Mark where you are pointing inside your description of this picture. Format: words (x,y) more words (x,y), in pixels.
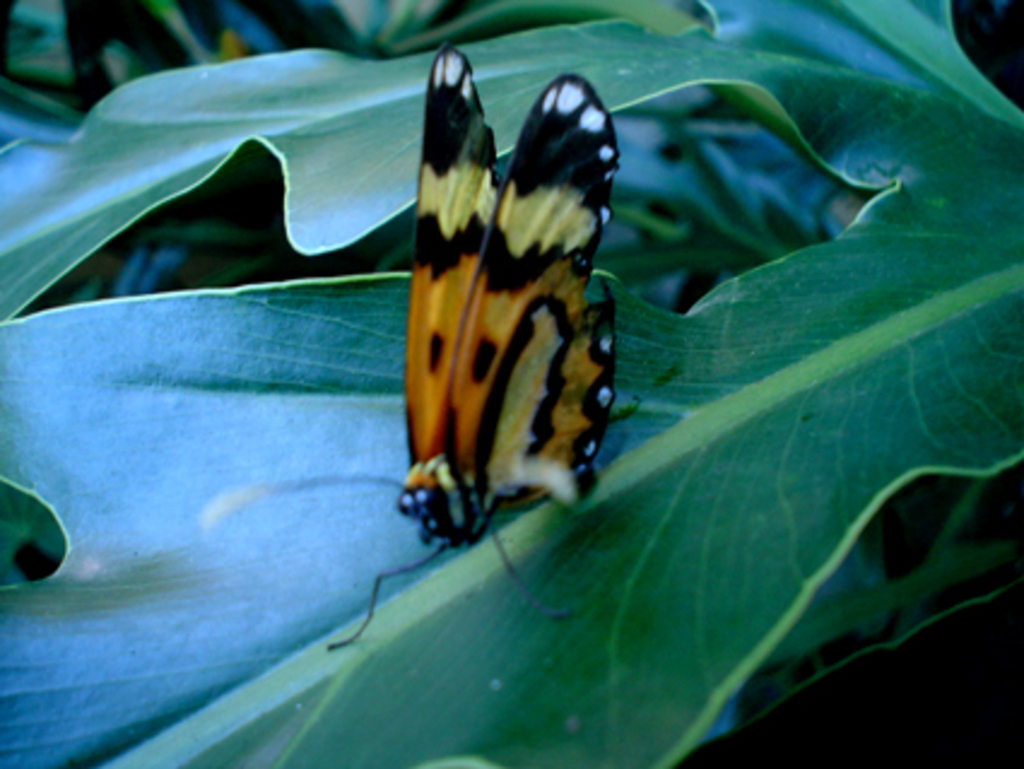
In this image I can see the butterfly (482,311). The butterfly (537,386) is in brown and black color and the butterfly (445,387) is on the leaf (384,544). Background (427,1) I can see few leaves (314,176) in green color.
